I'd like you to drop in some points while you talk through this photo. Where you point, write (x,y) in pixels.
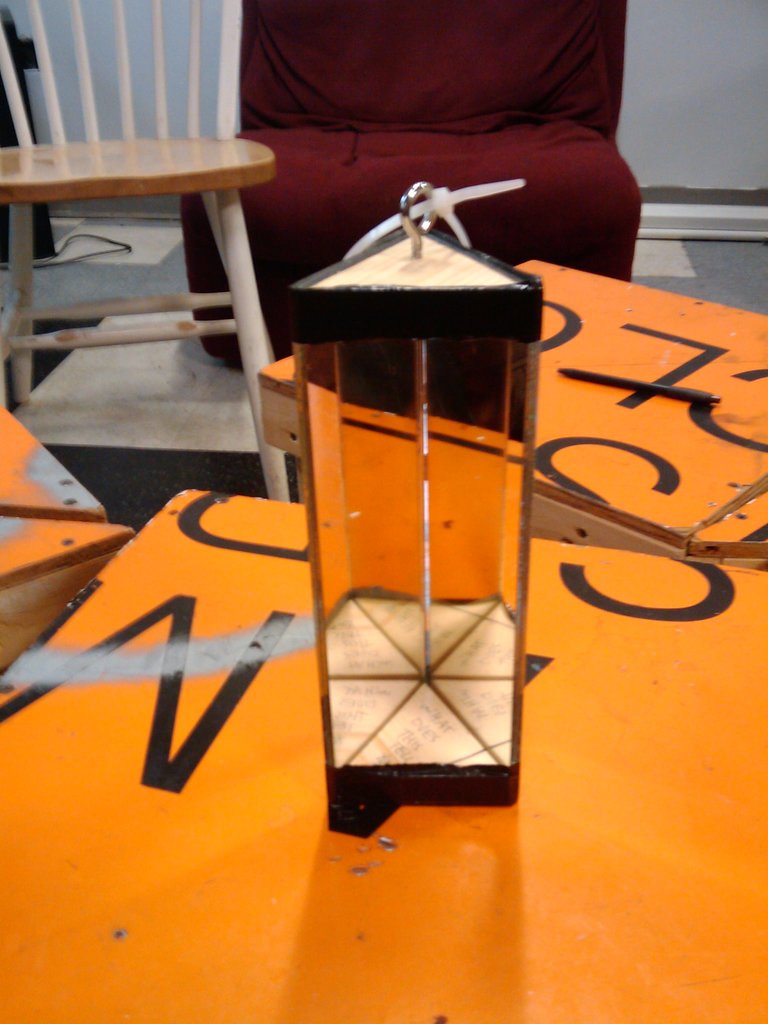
In this image I can see few orange colour things (566,598) and on it I can see an object (365,325). In the background (579,158) I can see a chair (5,182) and a red colour sofa chair (316,190). I can also see a wire (101,237) near the chair (20,212).
